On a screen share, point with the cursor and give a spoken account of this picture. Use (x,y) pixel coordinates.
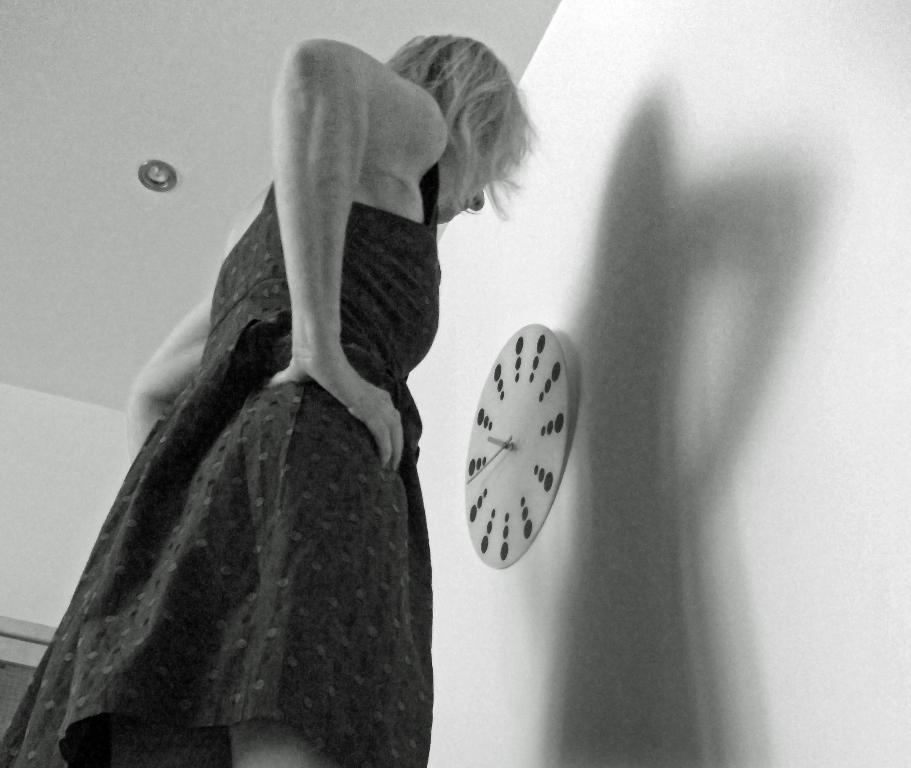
In this picture I can see a woman (353,295) standing and a clock (508,436) on the wall (604,433).
